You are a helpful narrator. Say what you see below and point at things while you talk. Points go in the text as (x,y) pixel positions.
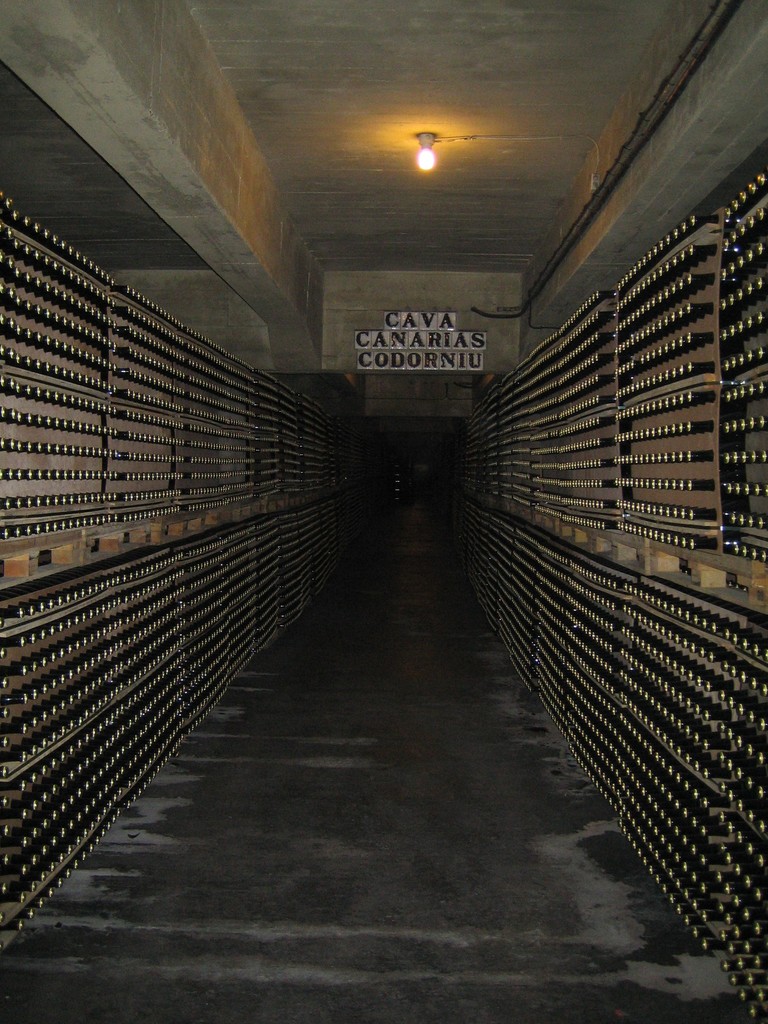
In this picture I can see the bottles (104,478) which are kept on the racks (267,435) In the back (380,343) I can see the name (481,340) which are placed on the wall (506,289). At the top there is a light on the roof (397,121) of the building (397,121).
